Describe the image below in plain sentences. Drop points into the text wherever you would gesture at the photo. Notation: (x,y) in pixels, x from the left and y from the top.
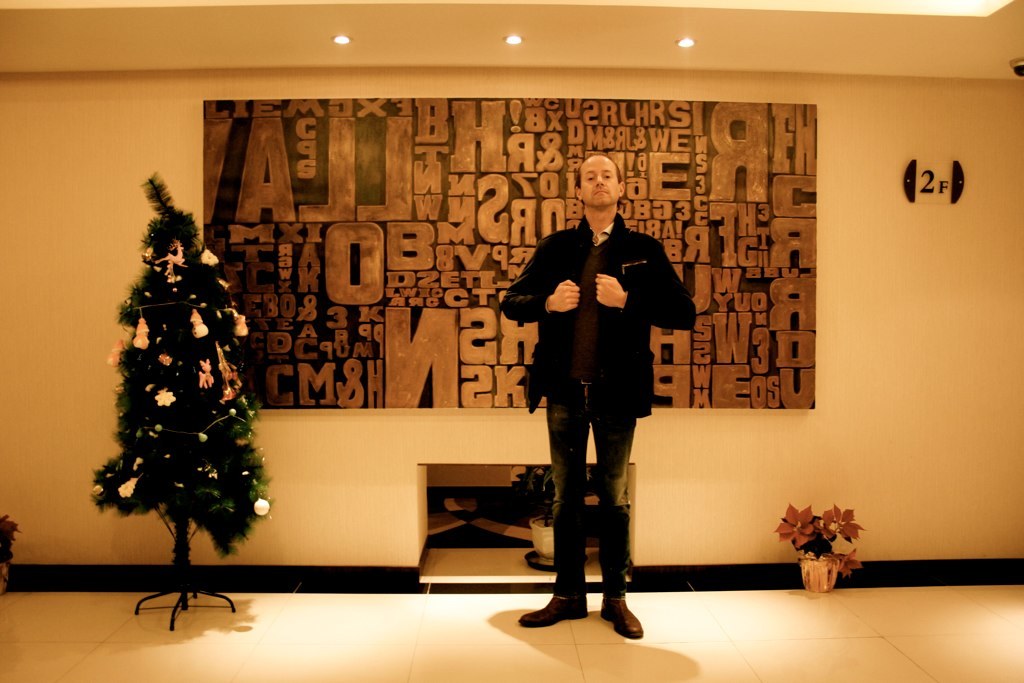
In the image we can see there is a person (611,536) standing and he is wearing a jacket (555,317). Behind on the wall (809,440) there is a poster (537,168) of alphabets (466,160) and beside there is a decorated christmas tree (193,485).
